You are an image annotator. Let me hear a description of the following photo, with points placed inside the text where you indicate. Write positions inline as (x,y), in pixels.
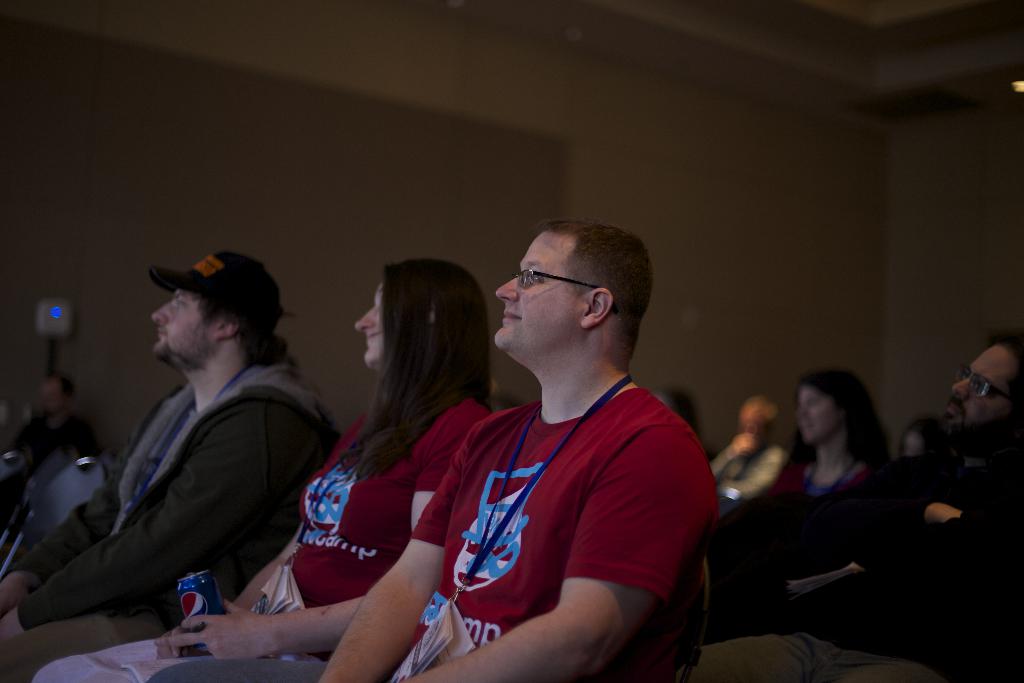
In the picture we can see lot of people (635,490) sitting in chairs (78,493). The background (860,436) is blurred.
